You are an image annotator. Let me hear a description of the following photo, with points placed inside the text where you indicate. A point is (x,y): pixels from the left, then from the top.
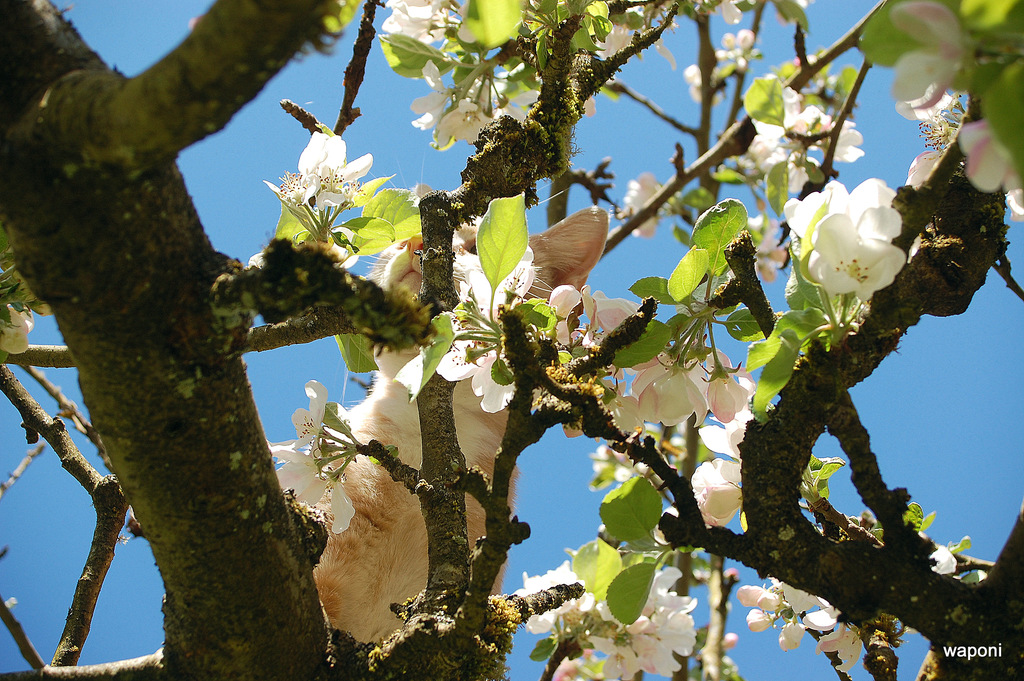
In this image I can see a cat (414,267) on a tree (455,424). I can also see white color flowers (615,399) on the tree (605,412). In the background (774,31) I can see the sky (914,648). Here I can see a watermark (975,657).
